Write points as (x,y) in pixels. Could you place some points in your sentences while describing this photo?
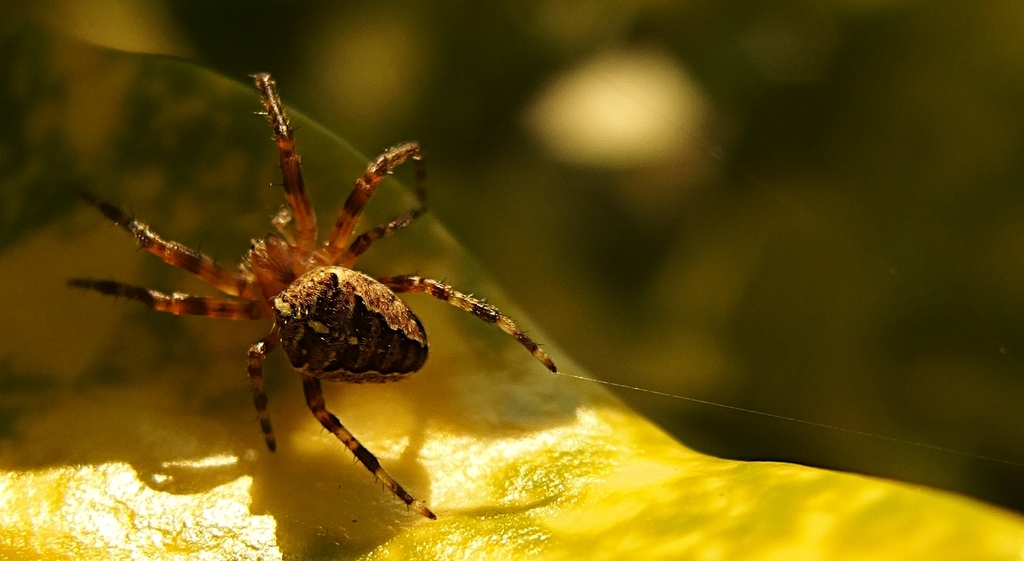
In this image I can see an insect (283,164) which is in brown and black color on some object (441,539) and I can see blurred background (262,35).
